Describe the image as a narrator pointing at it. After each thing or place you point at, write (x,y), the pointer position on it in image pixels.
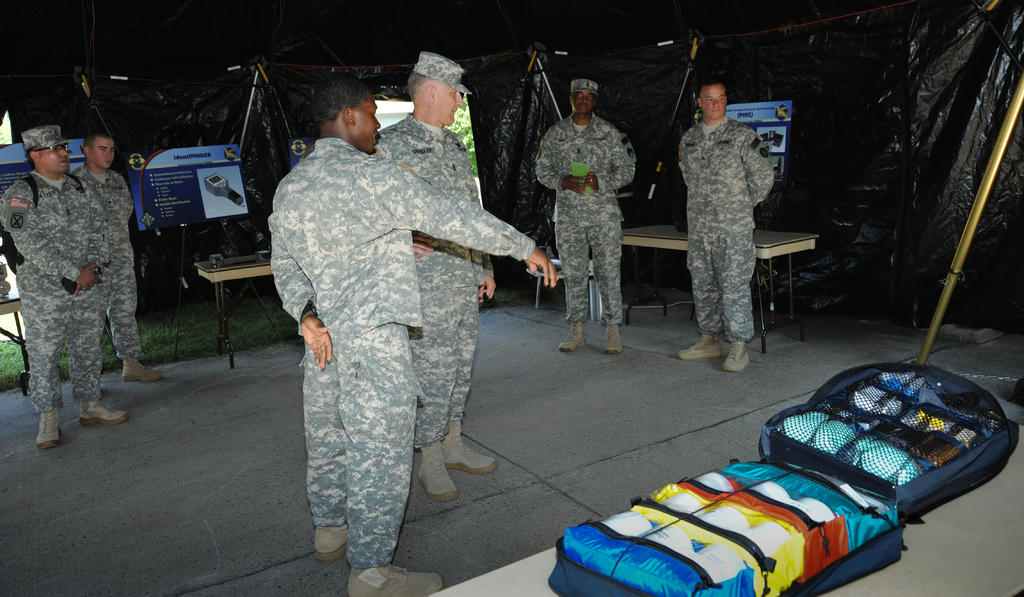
In this picture there are army men (363,247) in the center (534,274) and left side of the image (337,360), inside a tent (963,135) and there are bags (866,452) in the bottom right side of the image (897,412).
